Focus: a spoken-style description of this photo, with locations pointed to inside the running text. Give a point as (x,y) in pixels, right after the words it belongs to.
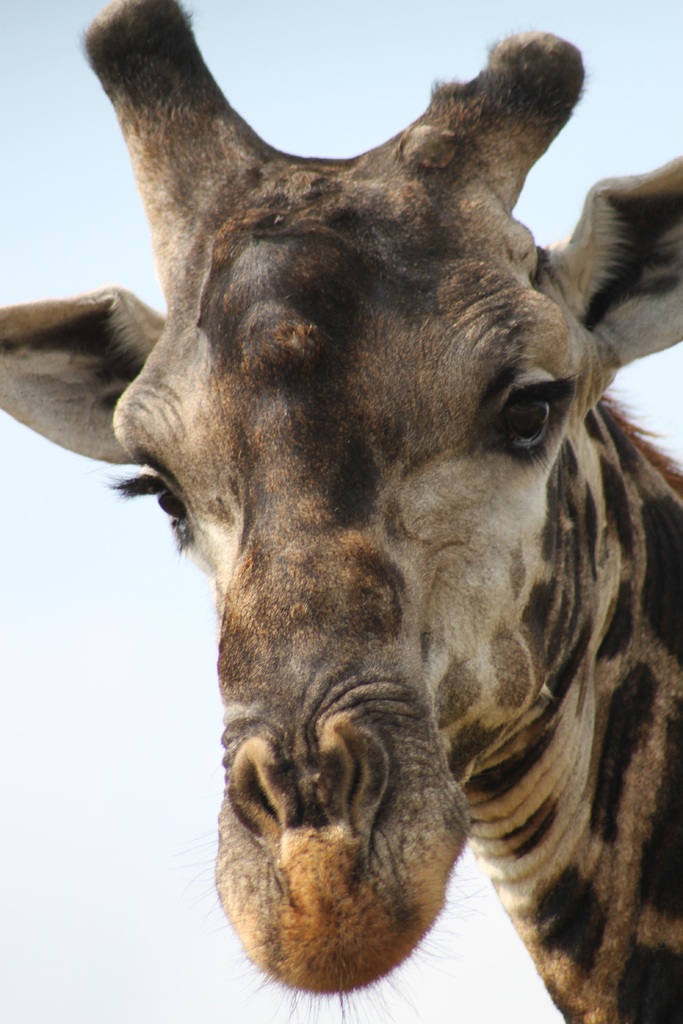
In this image, I can see the face (245,701) of the giraffe (318,744). The background (101,211) is white in color.
